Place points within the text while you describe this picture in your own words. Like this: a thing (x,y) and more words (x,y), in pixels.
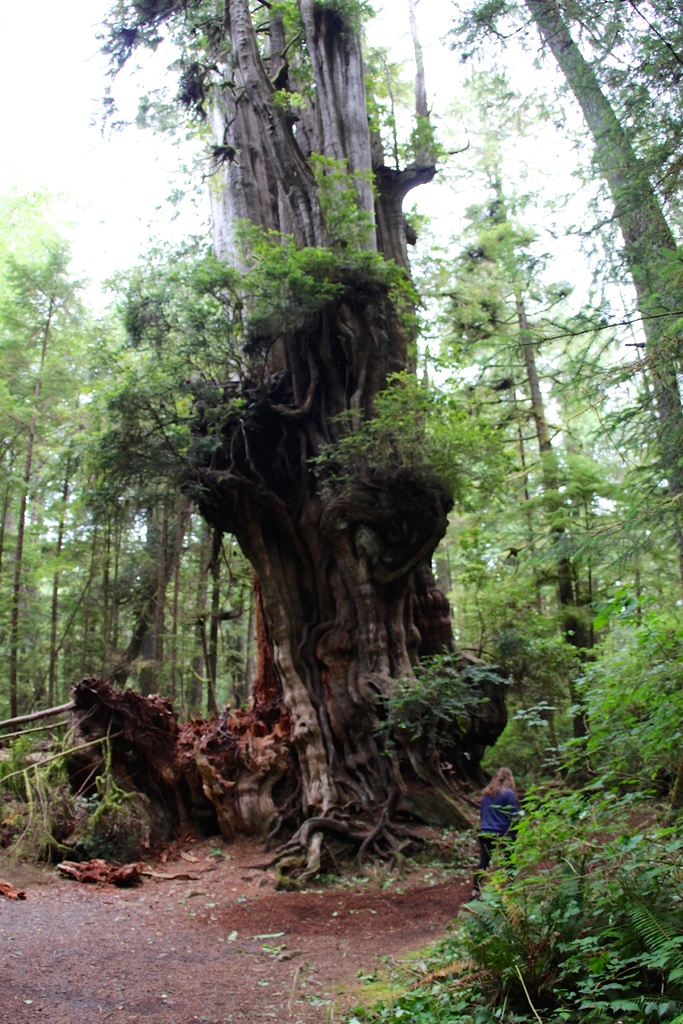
This picture is clicked outside the city. On the right (579,768) we can see the plants (579,825) and a person (500,829) seems to be walking on the ground (450,832). In the background (104,205) we can see the sky (145,178), trees (157,438) and in the center (301,652) we can see the trunks (323,646) of the trees (349,632).
